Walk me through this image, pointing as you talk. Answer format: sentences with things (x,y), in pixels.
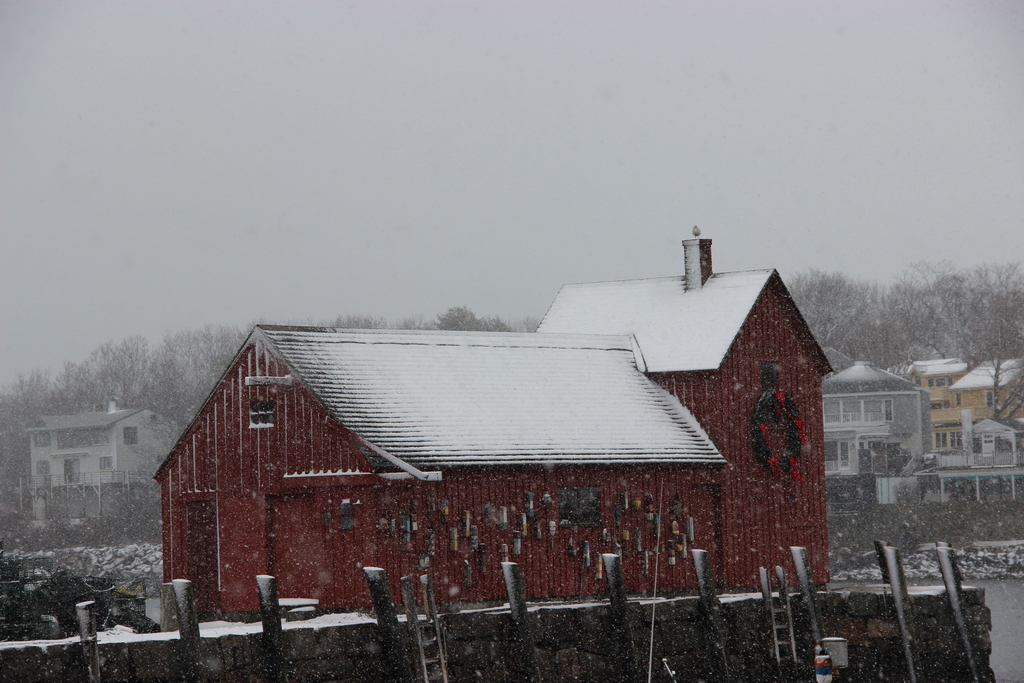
In this image there are so many buildings (694,514) beside the lake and trees (951,280) which are partially covered with snow (1012,544).
